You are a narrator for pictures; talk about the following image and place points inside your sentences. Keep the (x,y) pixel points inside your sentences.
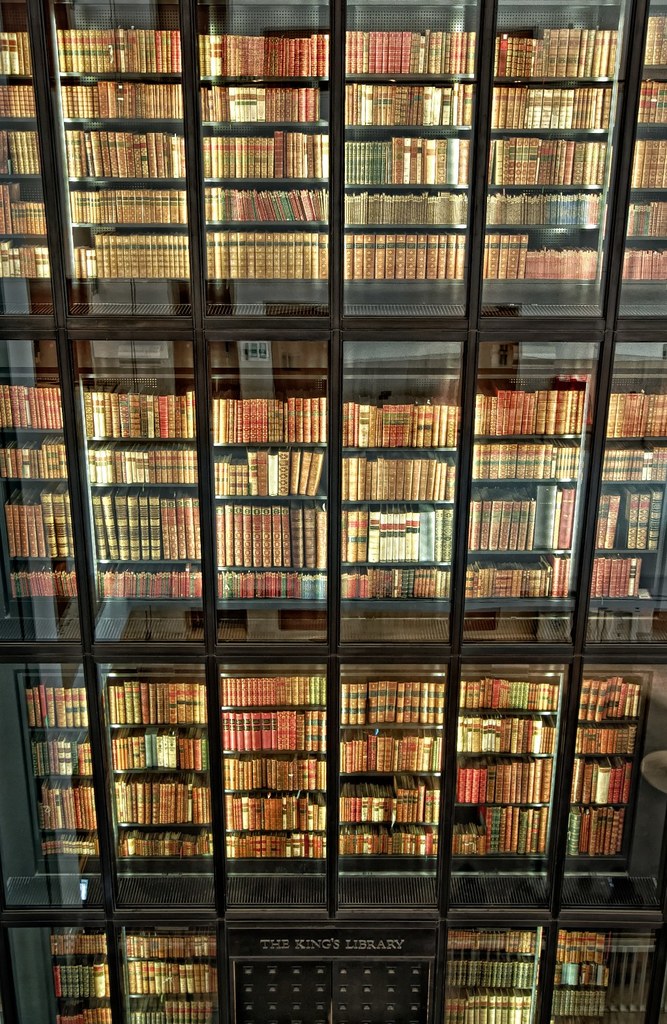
In this image I can see many books (15,45) in the racks (444,920) and the books (279,264) are in multi color.
